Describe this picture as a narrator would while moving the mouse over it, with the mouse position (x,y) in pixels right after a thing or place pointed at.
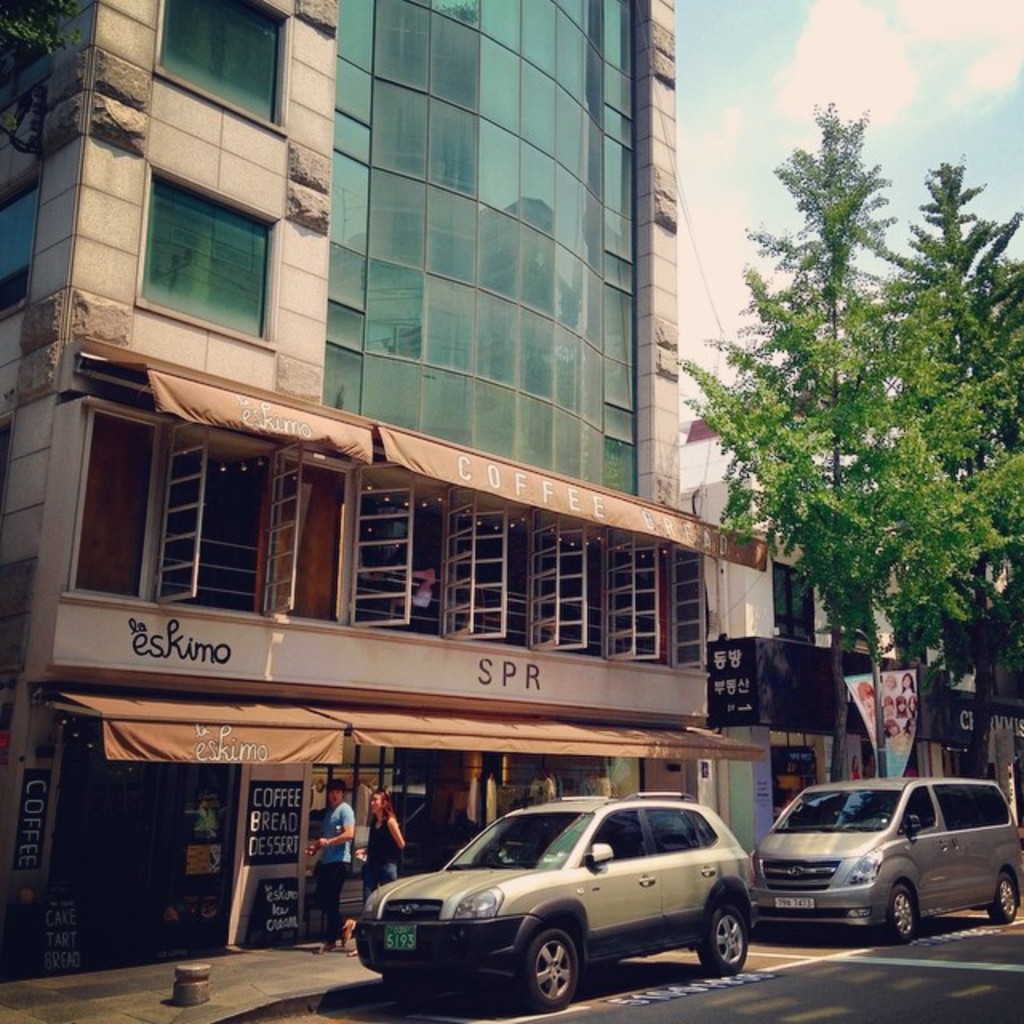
Here we can see buildings (612,634), tree (921,396), people (337,854), vehicles (612,831) and hoarding (902,722). These are boards (273,836). To these buildings (371,717) there are windows (429,755).
